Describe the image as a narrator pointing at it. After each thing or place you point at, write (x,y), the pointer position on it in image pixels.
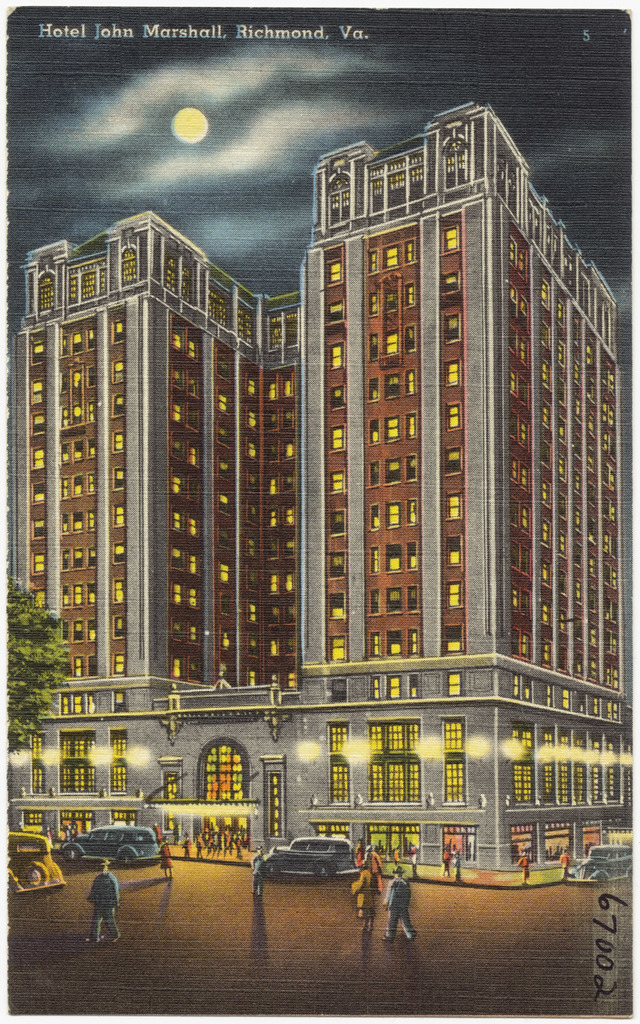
In this picture we can observe a building (60,495) which is in brown color. We can observe yellow color lights (82,748). On the left side (29,683) there is a tree (21,615). There are some cars (108,848) on the road (193,869). We can observe some people (168,853) walking on this road (267,934). In the background (165,93) there is a sky (248,103) with moon (176,130) and clouds (142,109). We can observe white color words (345,33) in this picture.
